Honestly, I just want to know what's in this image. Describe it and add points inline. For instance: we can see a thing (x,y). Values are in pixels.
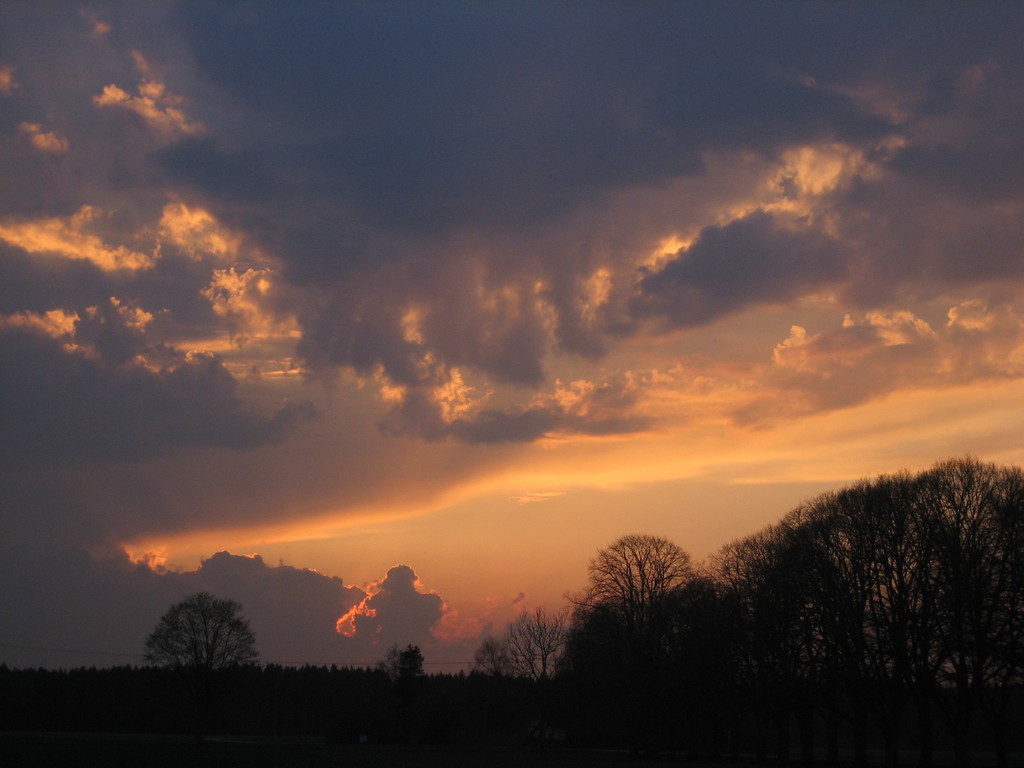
This image is taken during the evening time. In this image we can see many trees (671,665). In the background (515,249) we can see the sky (509,248) with the clouds (359,358).
